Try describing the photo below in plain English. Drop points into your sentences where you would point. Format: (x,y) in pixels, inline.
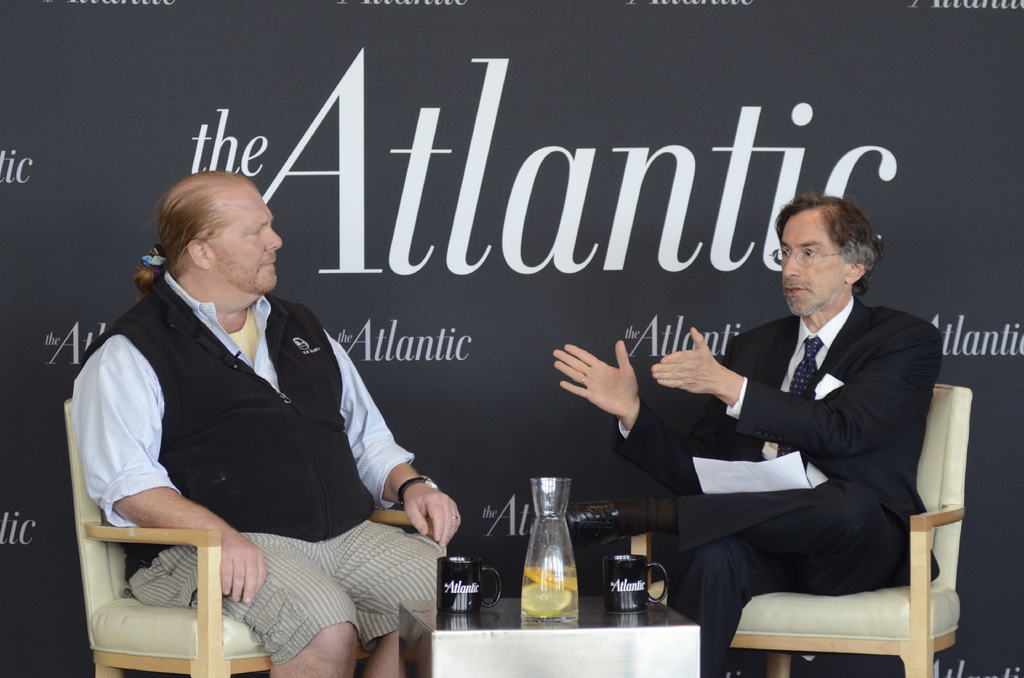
This is banner (407,112). Here we can see two men (161,450) sitting on the chairs (71,452) in front of a table (558,639) and talking something and on the table (573,639) we have a flask (547,622) and in which there are detox water (547,589). These are two cups (629,597).
